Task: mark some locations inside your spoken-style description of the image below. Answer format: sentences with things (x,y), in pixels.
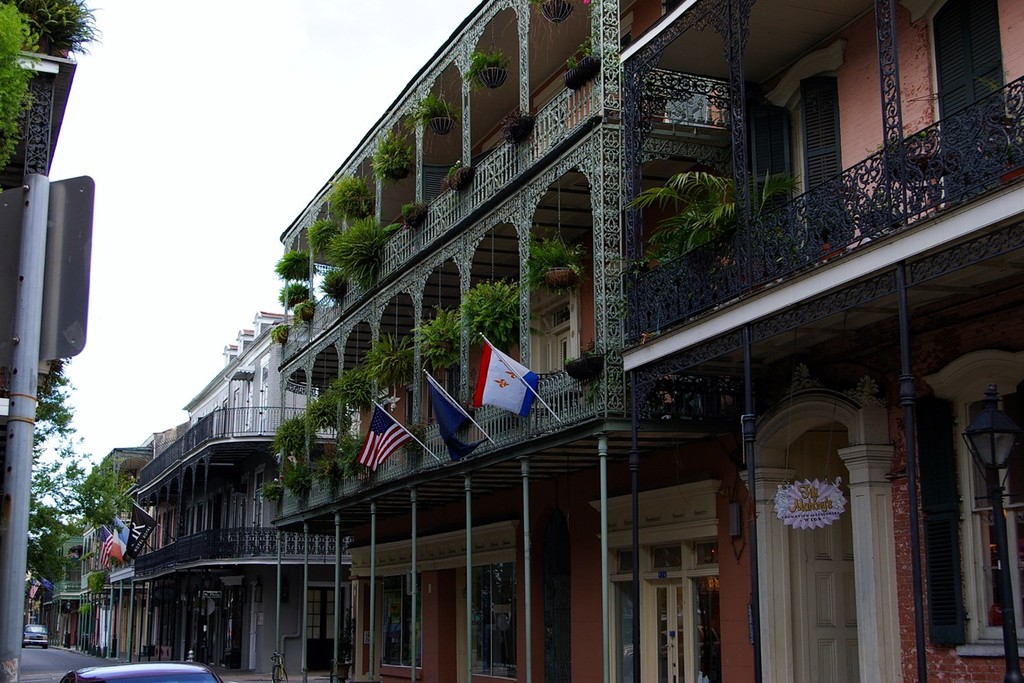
In this image we can see buildings (292,321) there are vehicles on the road (25,679), there are flags (508,398), railings (220,552), there is a board (77,236), light pole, there are plants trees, windows (953,476), also we can see the sky (217,128), and poles (9,644).
